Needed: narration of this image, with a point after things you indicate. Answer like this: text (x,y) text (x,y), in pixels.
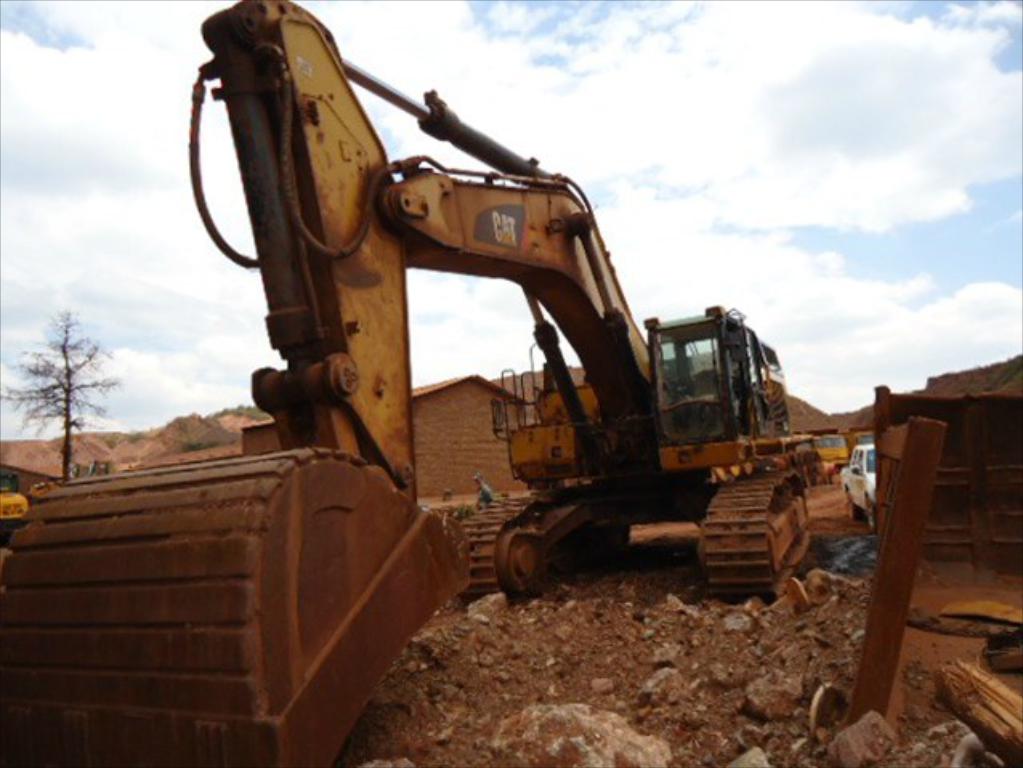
In the image we can see an excavator (306,425). Behind the excavator (757,386) there are some vehicles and buildings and trees (69,352). At the top of the image (762,254) there are some clouds (849,7) and sky (175,187).
